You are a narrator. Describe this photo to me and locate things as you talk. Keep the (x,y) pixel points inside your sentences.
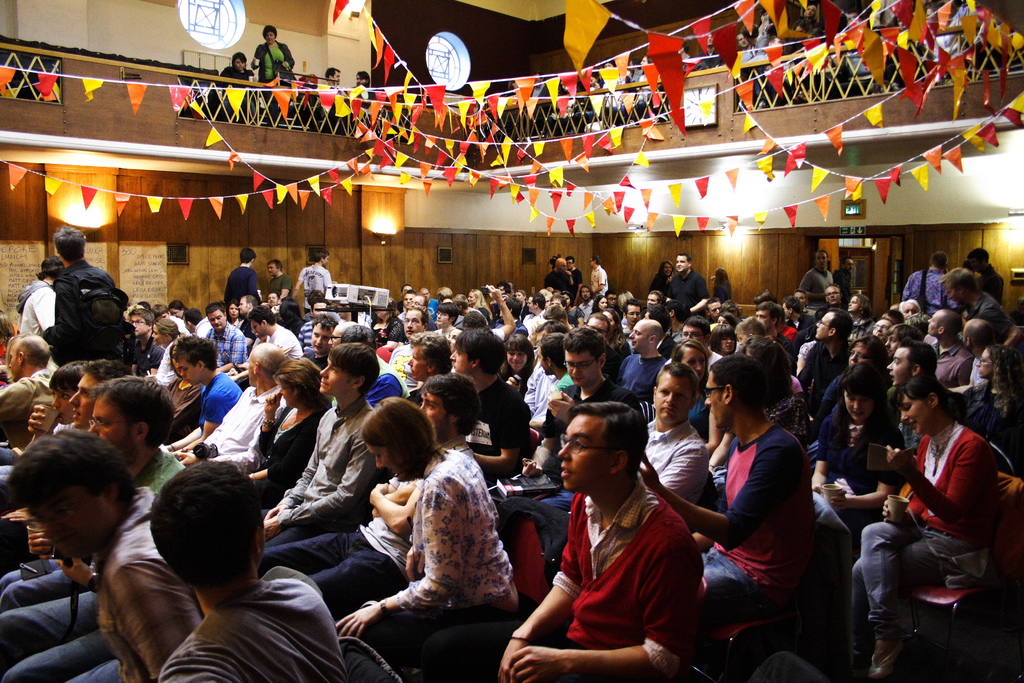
In this image, we can see people (365,375) wearing clothes (399,392). There are lights (95,213) on the wall (151,233). There is a projector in the middle of the image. There are decorative flags (412,118) and windows (222,8) at the top of the image (215,23). There is a clock (706,87) in the top right of the image (693,115).
